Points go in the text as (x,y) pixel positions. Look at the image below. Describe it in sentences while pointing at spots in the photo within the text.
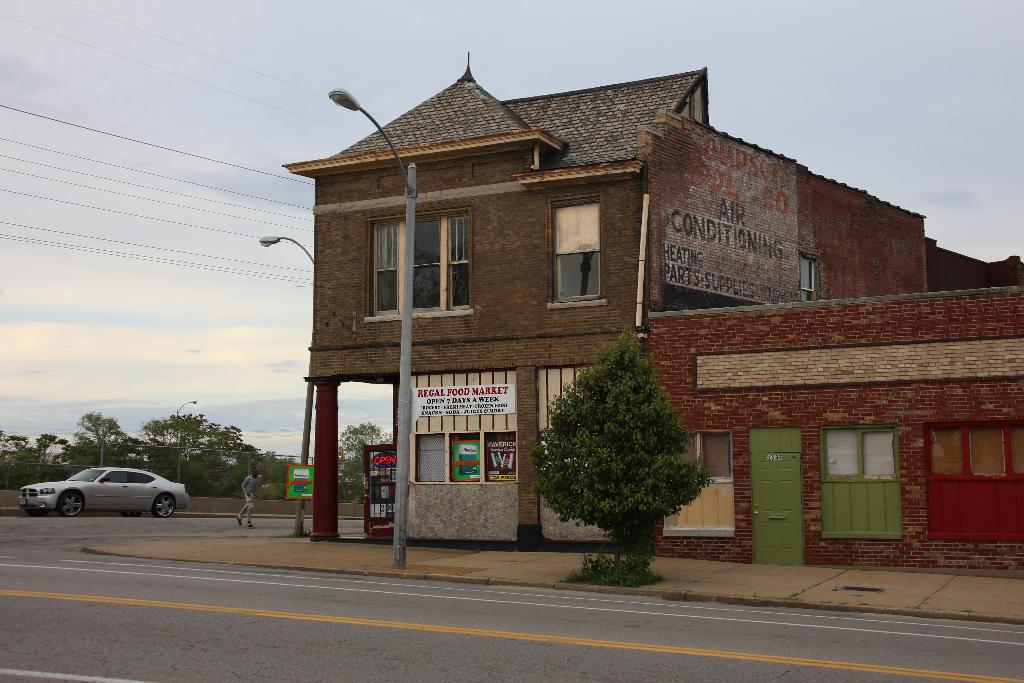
In this image we can see buildings (556,235), windows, doors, texts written on the wall (787,230), board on the light pole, boards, car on the road (252,567), a person (248,506) is running on the road (257,578), light poles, fence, electric wires (272,275), trees (296,461) and clouds (292,110) in the sky (987,166).
